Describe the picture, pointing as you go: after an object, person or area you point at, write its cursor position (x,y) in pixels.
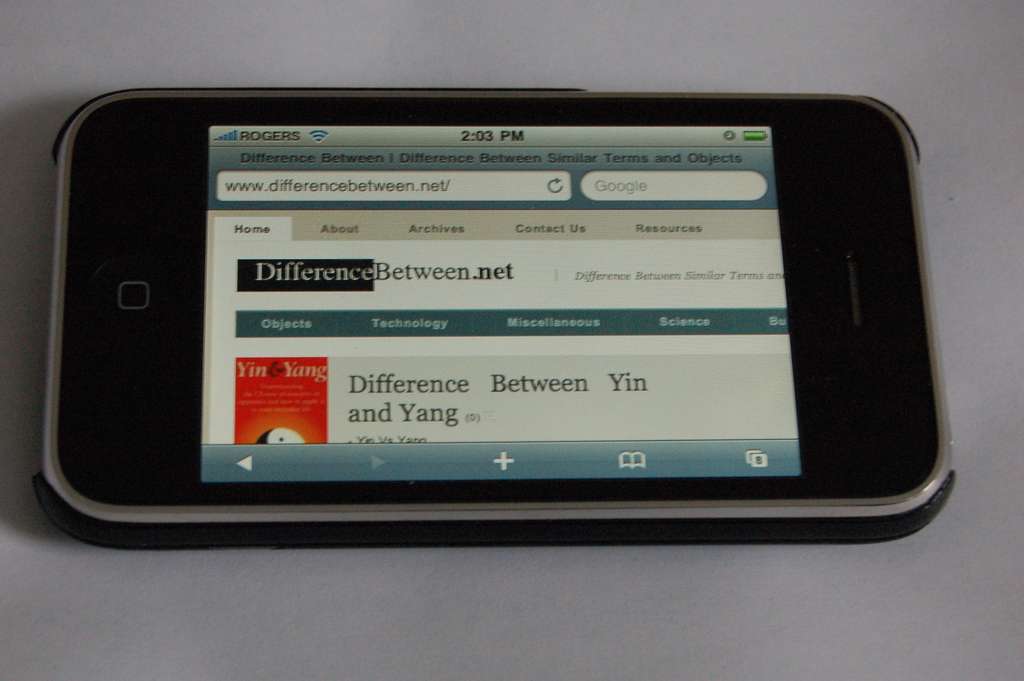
In this image there is a mobile phone (362,359) on the surface (526,598), there is text (532,390) on the phone (523,287).
